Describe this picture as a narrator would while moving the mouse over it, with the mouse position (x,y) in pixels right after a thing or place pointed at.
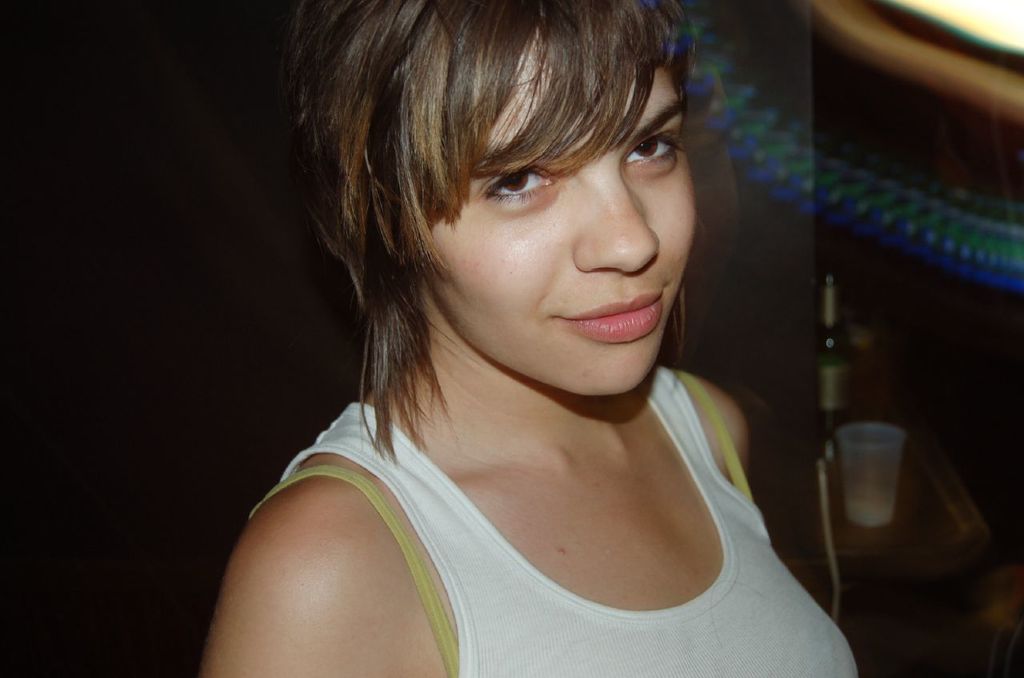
In this image there is a girl (617,574) wearing white T-shirt (745,635), on the left (242,252) it is dark, on the right (839,484) there is a table (920,522), on that table (946,531) there is a bottle (836,382) and a glass (847,498).
